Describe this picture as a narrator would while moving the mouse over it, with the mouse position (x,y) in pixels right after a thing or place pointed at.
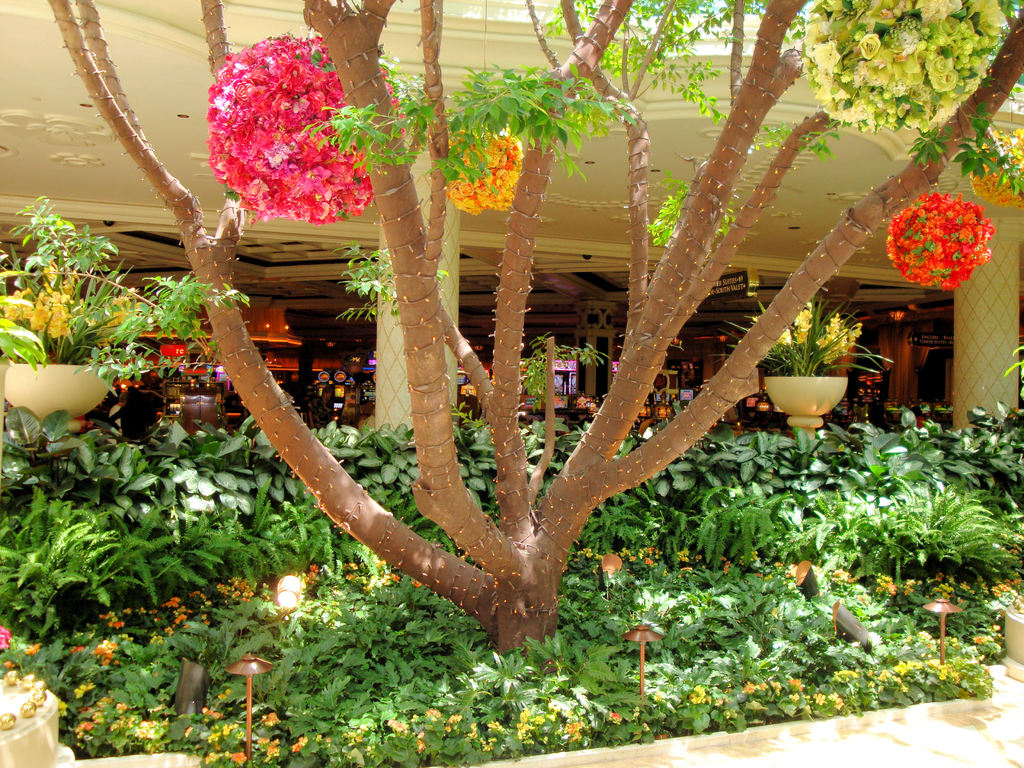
In the center of the picture (542,358) there are plants (176,434), flowers (949,244), tree (495,424), lights (486,577) and other objects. In the background (317,241) there is a building (301,287), inside the building (376,382) there are shops (600,398).
